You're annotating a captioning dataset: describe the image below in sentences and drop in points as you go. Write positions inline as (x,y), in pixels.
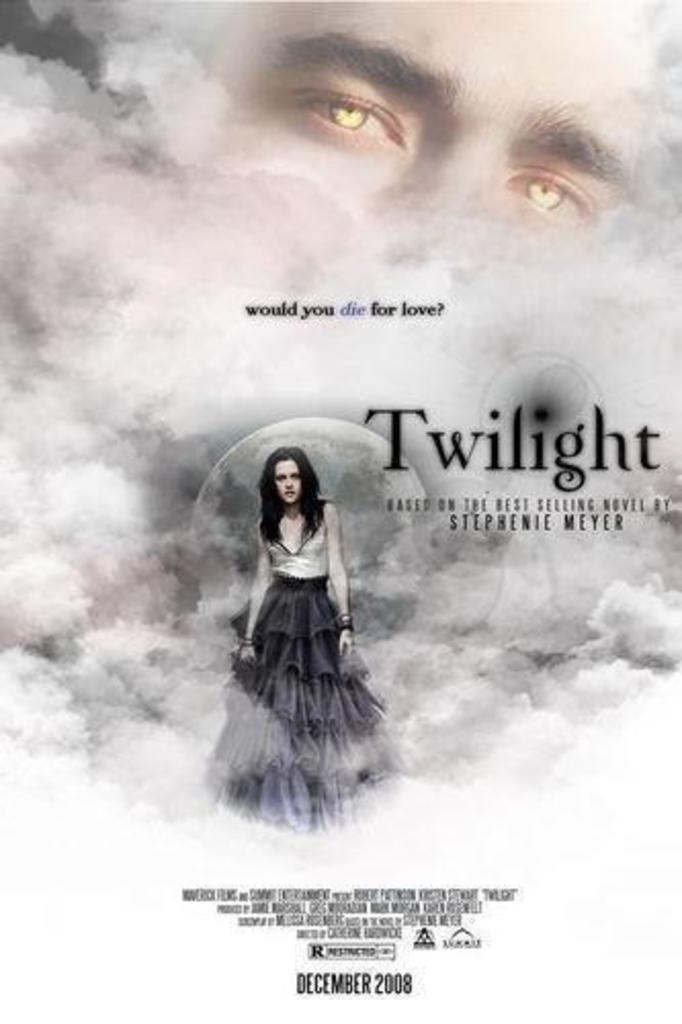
In this image we can see a poster (397,418). In poster (409,340) we can see clouds (356,325), a moon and two persons (386,195). There is some text (314,950) in the image.
